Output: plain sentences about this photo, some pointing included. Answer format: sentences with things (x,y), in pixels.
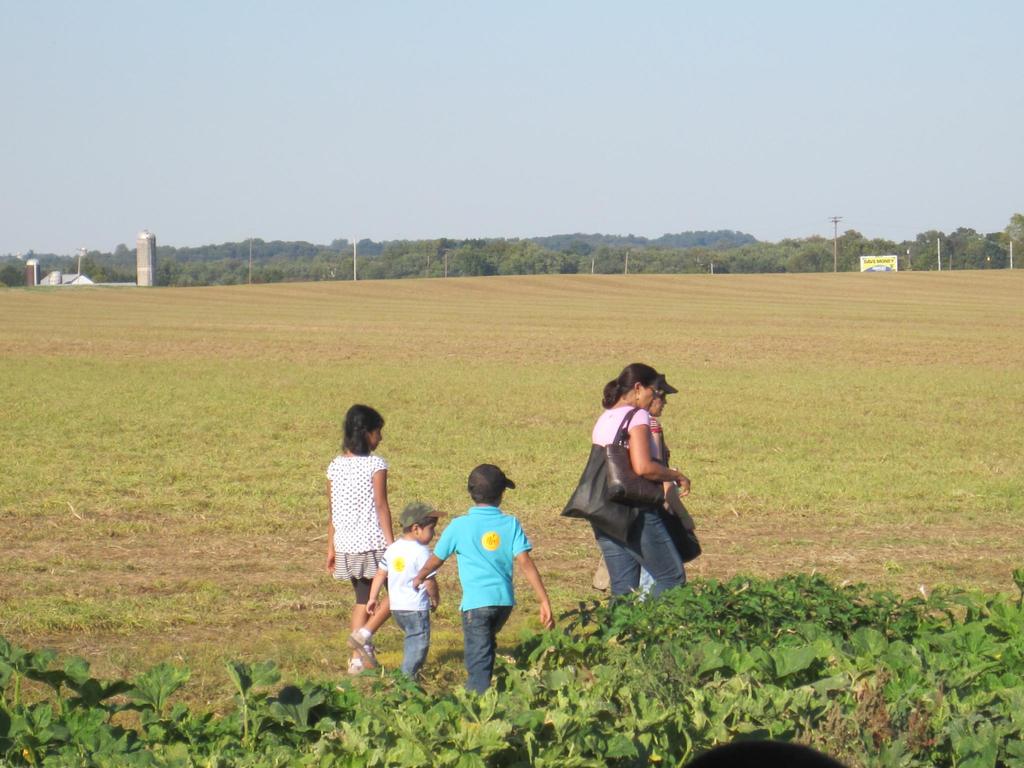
In the image we can see there are people (510,551) standing on the ground (542,547) and the woman (639,450) is carrying bags (598,523). There are plants (620,657) and grass (552,560) on the ground (206,630). Behind there are lot of trees (340,254) and there are buildings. The sky (367,191) is clear.
